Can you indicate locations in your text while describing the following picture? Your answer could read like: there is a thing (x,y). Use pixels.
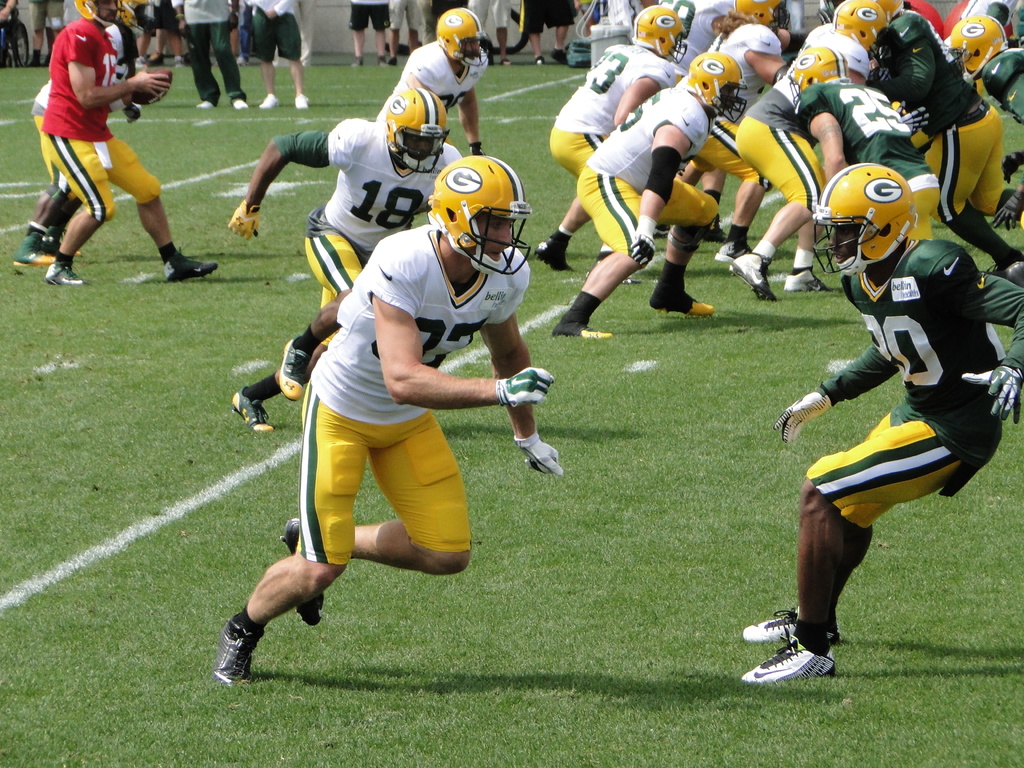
In this image, there is green color grass (764,738) on the ground (139,673), there are some people (846,161) playing a game, they are wearing yellow color helmets (874,235), at the background (391,43) there are some people (222,19) standing.
